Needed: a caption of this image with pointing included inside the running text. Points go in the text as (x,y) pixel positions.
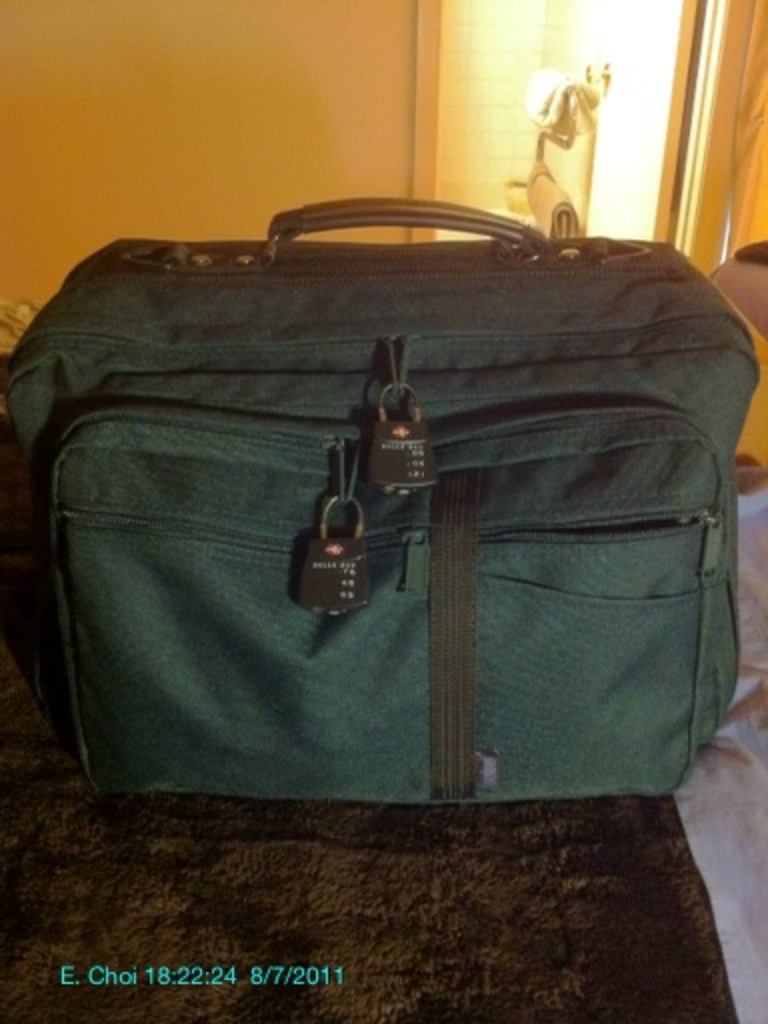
In this picture there is a green color bag (401,542) which has two black color locks (408,437) on it is placed on a bed (430,829) and there is a door (617,115) and some other objects (548,170) in the right top corner (585,126) and there is something written in the left bottom corner (172,968).
